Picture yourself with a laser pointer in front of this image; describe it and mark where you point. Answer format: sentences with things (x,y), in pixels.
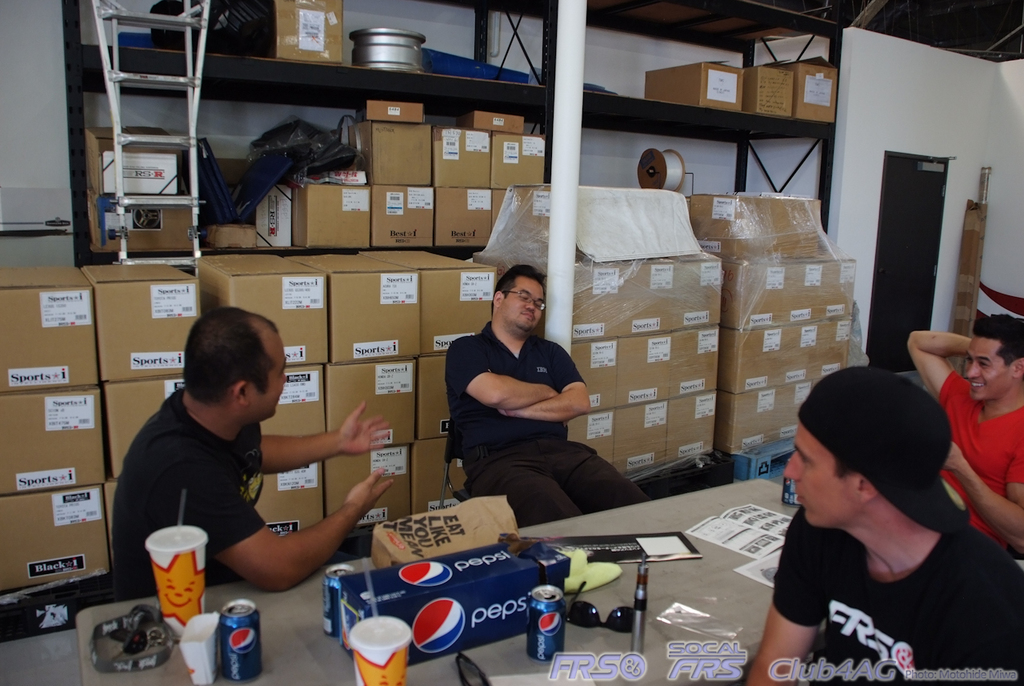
In this picture we can see four persons (944,467) sitting around the table (651,664). And on the table (296,649) there is a tin (234,607), glass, box (490,606), papers (708,536), and goggles (603,621). And on the background (297,327) there are many card boxes (625,298). And there is a rack (462,94). This is the wall (893,108) and there is a door (925,298).
